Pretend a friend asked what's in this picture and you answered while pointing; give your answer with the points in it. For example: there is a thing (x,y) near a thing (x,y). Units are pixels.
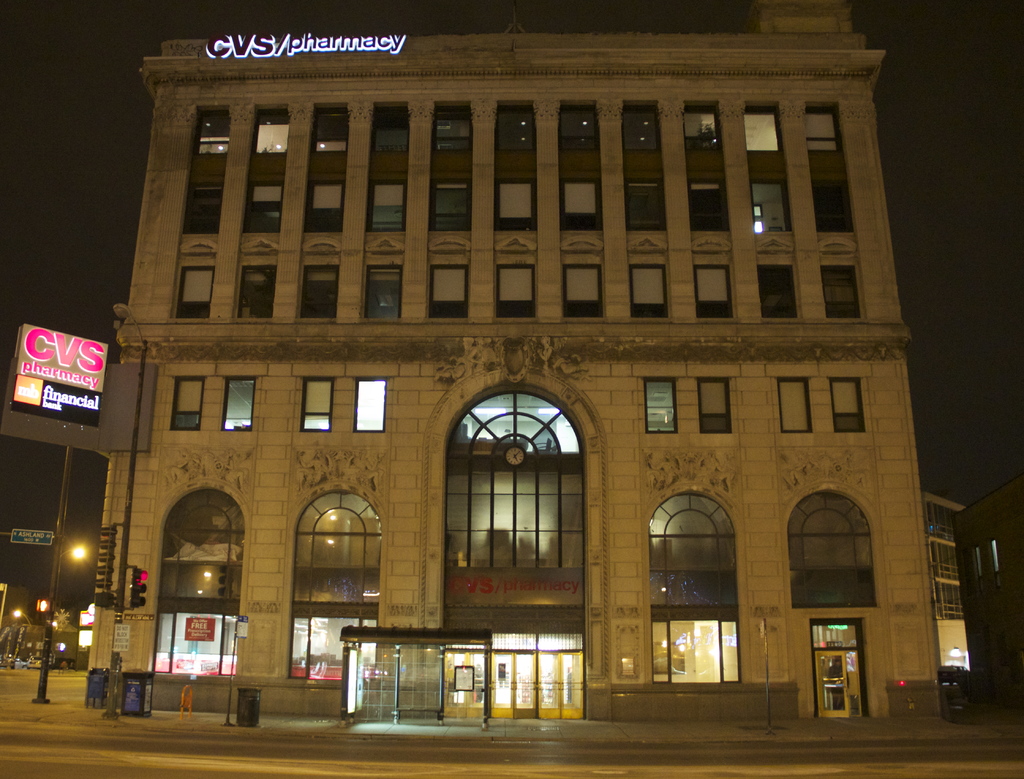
In the image there is a tall building (422,307) it has plenty of windows (551,529) and there is a traffic signal pole (101,570) in front of the building (139,631) on the left side (101,570) and there is another board (72,421) attached to the pole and the name (87,373) of the building (223,388) is written on that pole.
